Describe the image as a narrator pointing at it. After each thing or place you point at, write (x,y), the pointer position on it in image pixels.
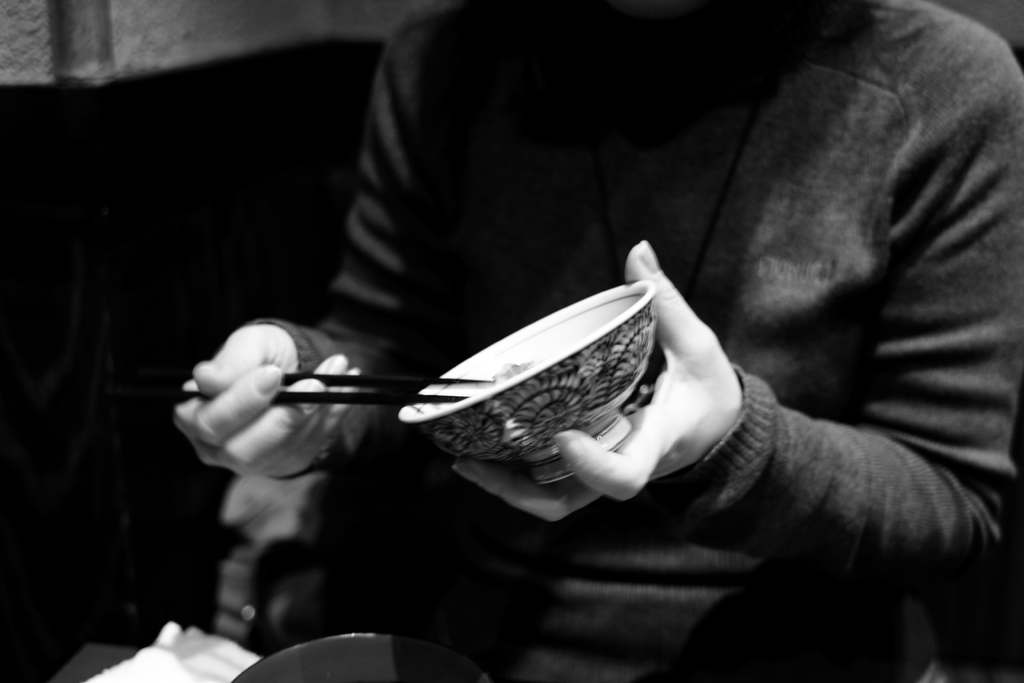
In this picture there is a person (639,203) holding a bowl (577,387) in his hand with two chopsticks (392,395), sitting in a chair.
